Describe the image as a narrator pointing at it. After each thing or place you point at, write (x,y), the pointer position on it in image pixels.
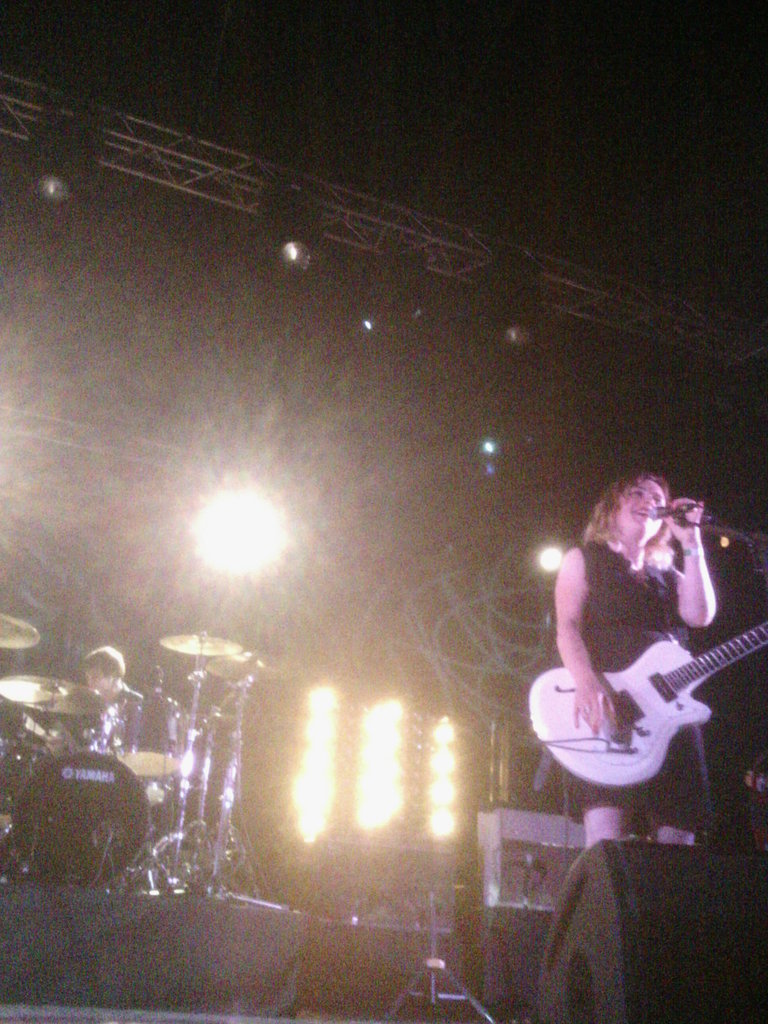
there is a woman (680,577) holding a guitar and singing in a microphone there is a man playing drums (193,746).
